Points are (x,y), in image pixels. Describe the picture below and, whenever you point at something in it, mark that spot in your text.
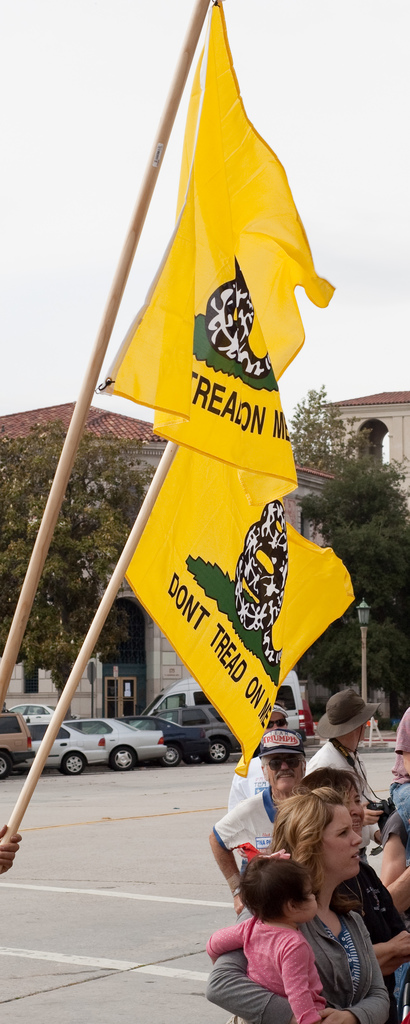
In this image we can see some people (319,860) standing on the road (201,968). We can also see two yellow color flags (161,312). In the background (177,685) we can see buildings (358,427), trees (336,440) and also some vehicles (140,723). Sky (280,150) is also visible.
